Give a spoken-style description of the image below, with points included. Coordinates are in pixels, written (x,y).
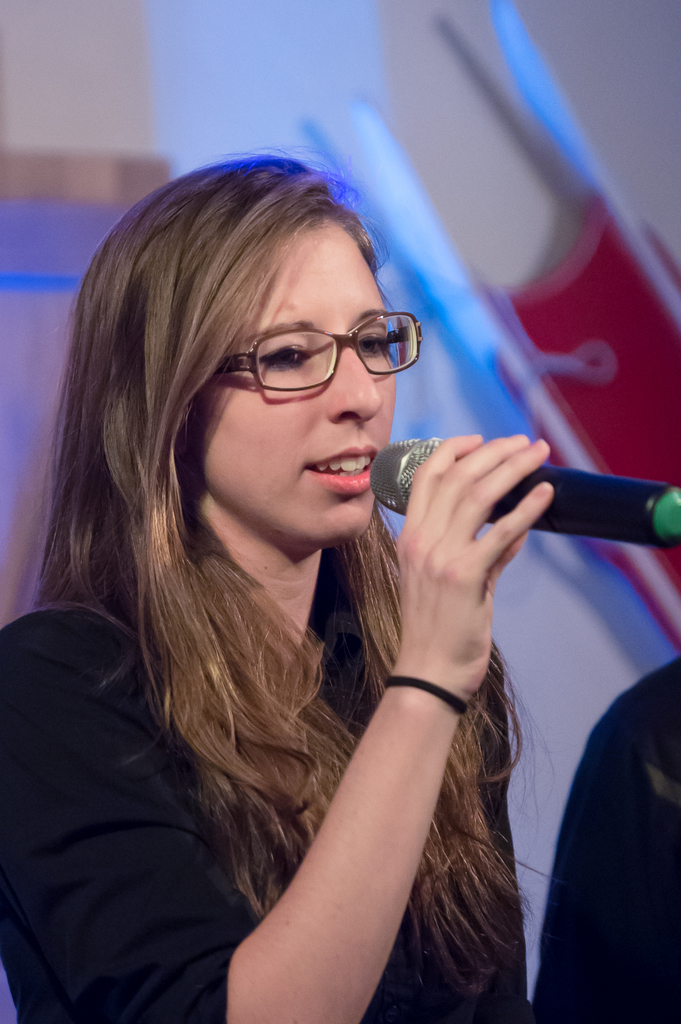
In this picture we can see a woman (432,489) holding a mike (394,479) in her hand (441,490) and talking. She wore spectacles (312,378). and we can see a wrist band (457,708) which is in black colour to her hand (407,692). Her hair (205,594) colour is brown.
